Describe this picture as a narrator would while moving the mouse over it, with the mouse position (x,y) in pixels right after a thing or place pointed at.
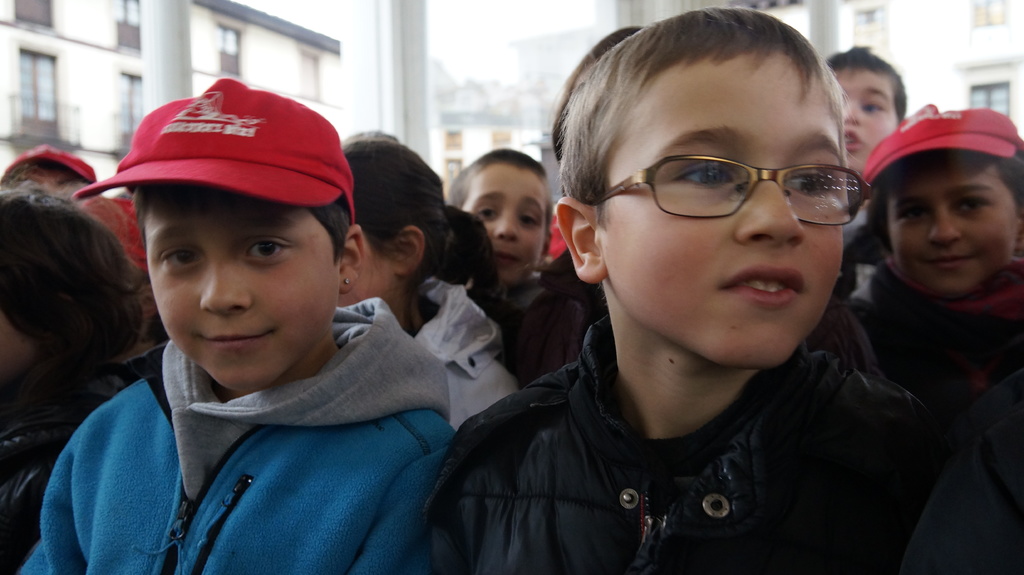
In this image we can see a group of people (406,300), among them some are wearing caps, there are some buildings (1008,9) and poles (184,71), also we can see the sky (447,62).
